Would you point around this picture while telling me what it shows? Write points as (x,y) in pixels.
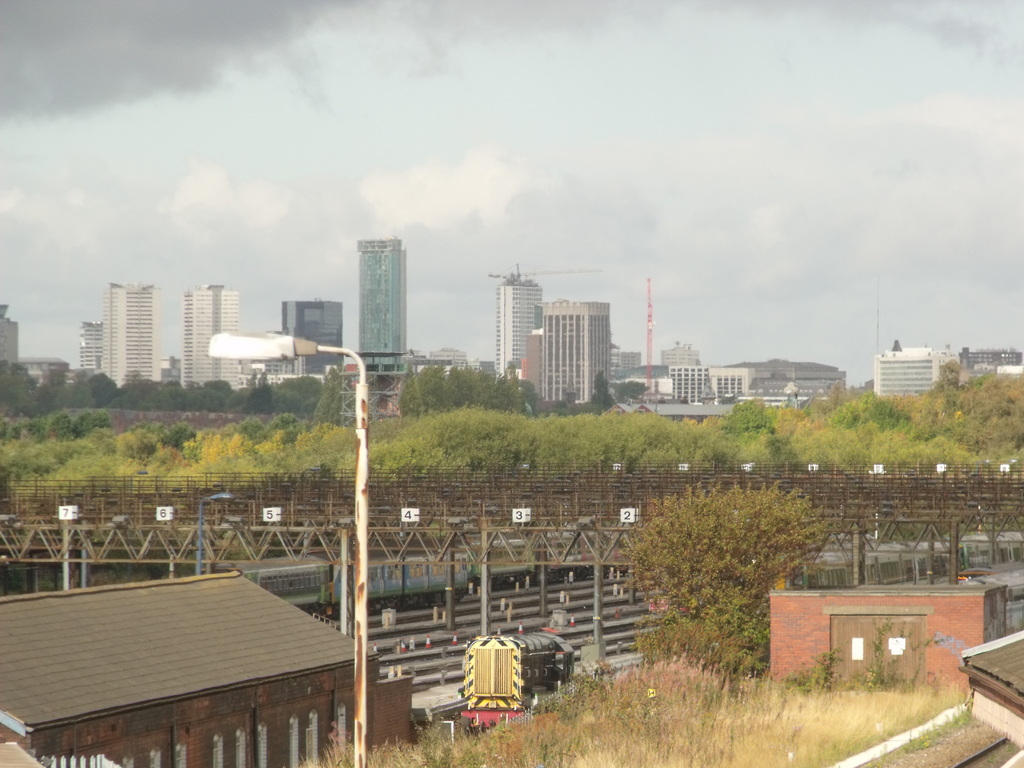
In this picture, we can see ground (988,765), grass (665,663), plants (724,621), trees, rail tracks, trains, houses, buildings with windows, pole (364,612), light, and we can see some poles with numbers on it, we can see the sky (183,140) with clouds (187,88).
